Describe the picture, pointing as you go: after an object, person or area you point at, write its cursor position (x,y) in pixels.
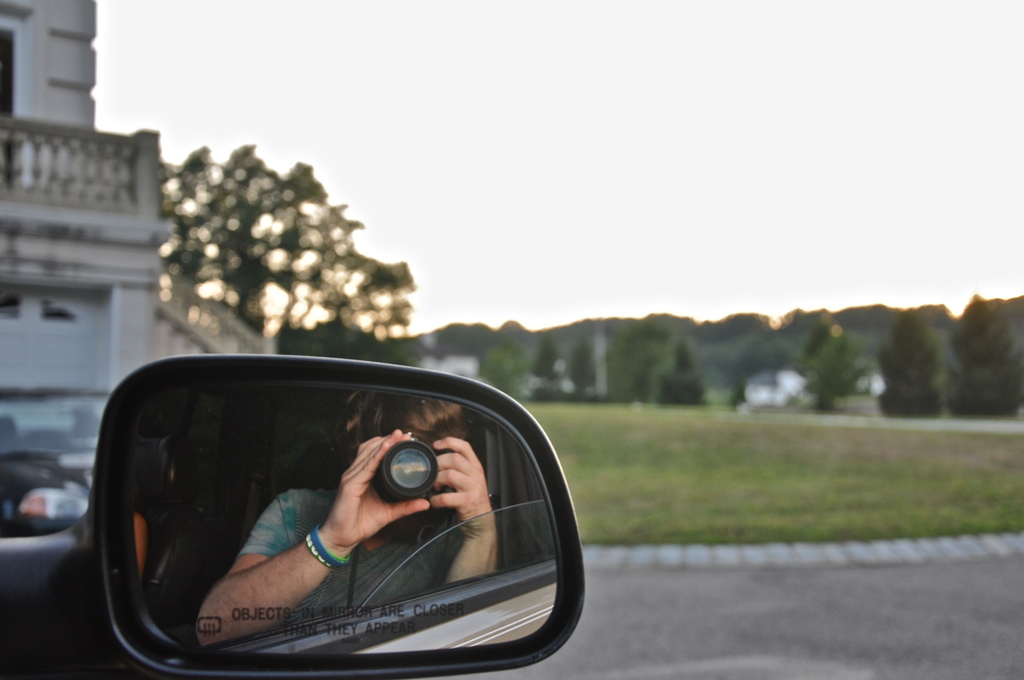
This image is taken outdoors. At the top of the image (515,104) there is the sky (579,224). At the bottom of the image (744,640) there is a road (810,618). In the background (319,339) there are a few trees (562,354). On the right side of the image (796,468) there is a ground (749,467) with grass (722,464) on it. On the left side of the image (27,210) there is a building (47,218) with walls (74,77), a door (13,347), a railing (65,171) and stairs (189,342). There is a car (35,510) on the road (683,635) and there is a side mirror (117,453). In the side mirror (302,518), we can see a man (362,525) is holding a camera (401,492) in his hands (378,522) and clicking pictures.
